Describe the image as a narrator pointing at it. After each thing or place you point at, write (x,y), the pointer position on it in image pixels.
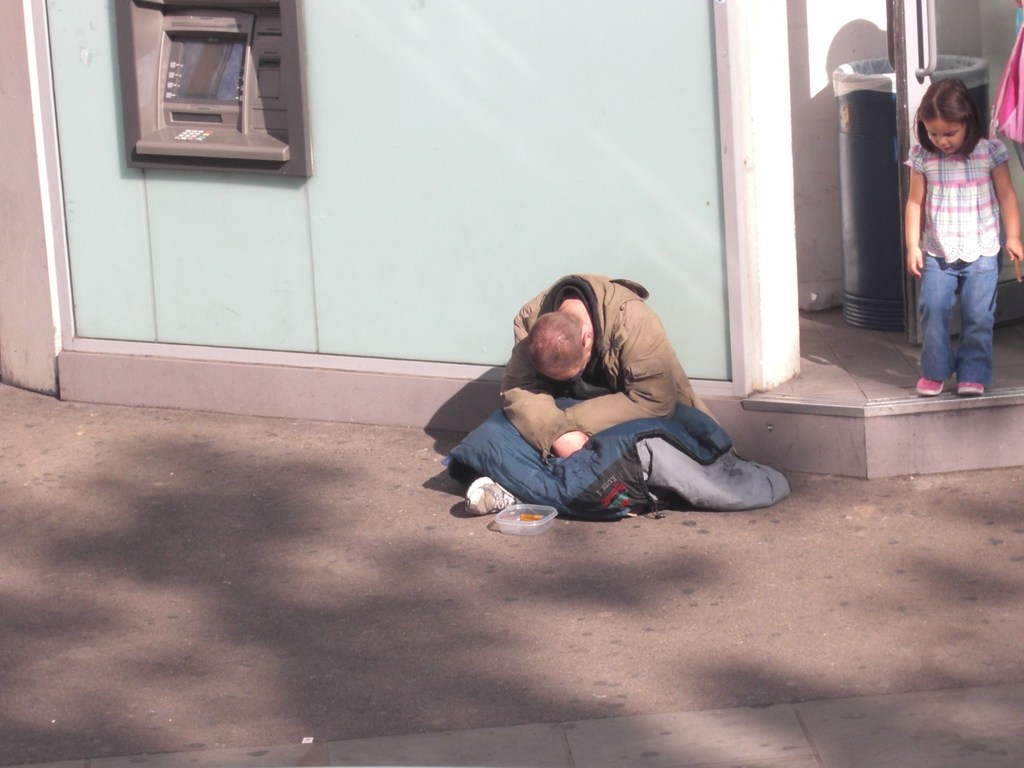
In this picture I see the path (140,511) and I see a man (551,340) who is sitting and I see a girl (954,113) on the right side of this picture (966,281) and in the background (276,221) I see the wall (578,115) and I see a machine (165,102) on the left side of this image (173,75).
